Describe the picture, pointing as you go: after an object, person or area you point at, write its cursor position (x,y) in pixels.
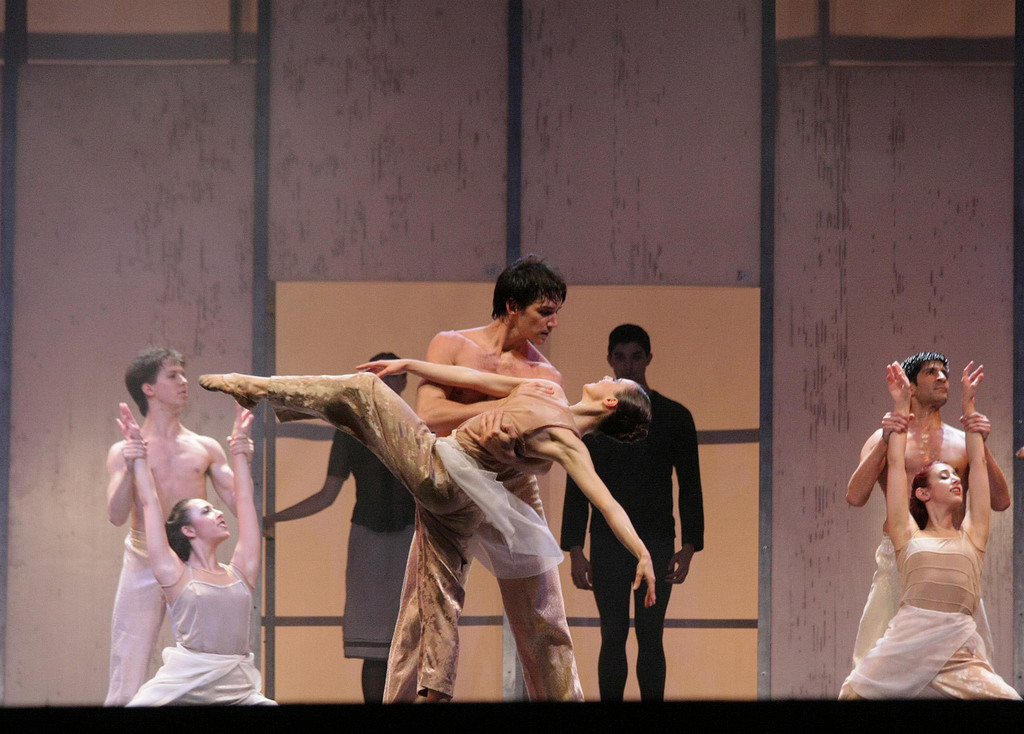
There are some people (222,567) performing dance. In the back (595,457) two people (575,529) are standing. And there is a wall (398,171).
